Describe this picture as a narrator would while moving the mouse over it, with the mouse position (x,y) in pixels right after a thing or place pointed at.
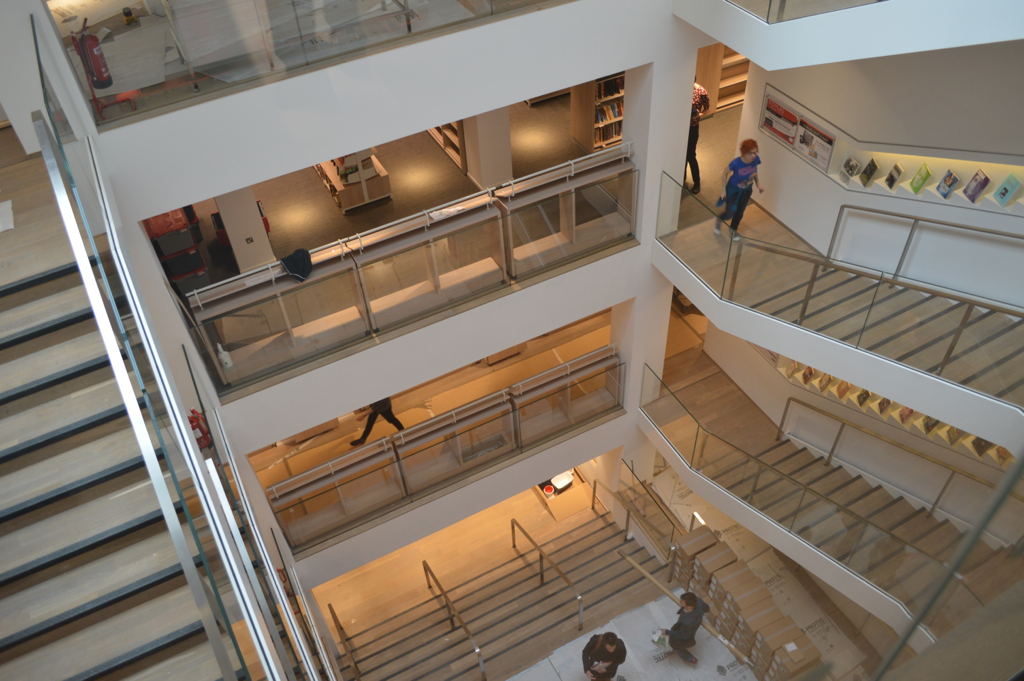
In this image, on the right side (725,215), we can see a woman (726,202) walking and holding some object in her hand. On the right side (828,362), we can see some staircase (834,508), metal rod (973,539). On the right side (700,83), we can also see another person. On the right side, we can see some books (611,108) on the shelf (605,95). On the left side (90,328), we can see a staircase (46,488). In the middle of the image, we can also see a person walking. At the top (132,37), we can see a glass window (100,43), fire extinguisher (103,77). At the bottom (692,597), we can see two people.
